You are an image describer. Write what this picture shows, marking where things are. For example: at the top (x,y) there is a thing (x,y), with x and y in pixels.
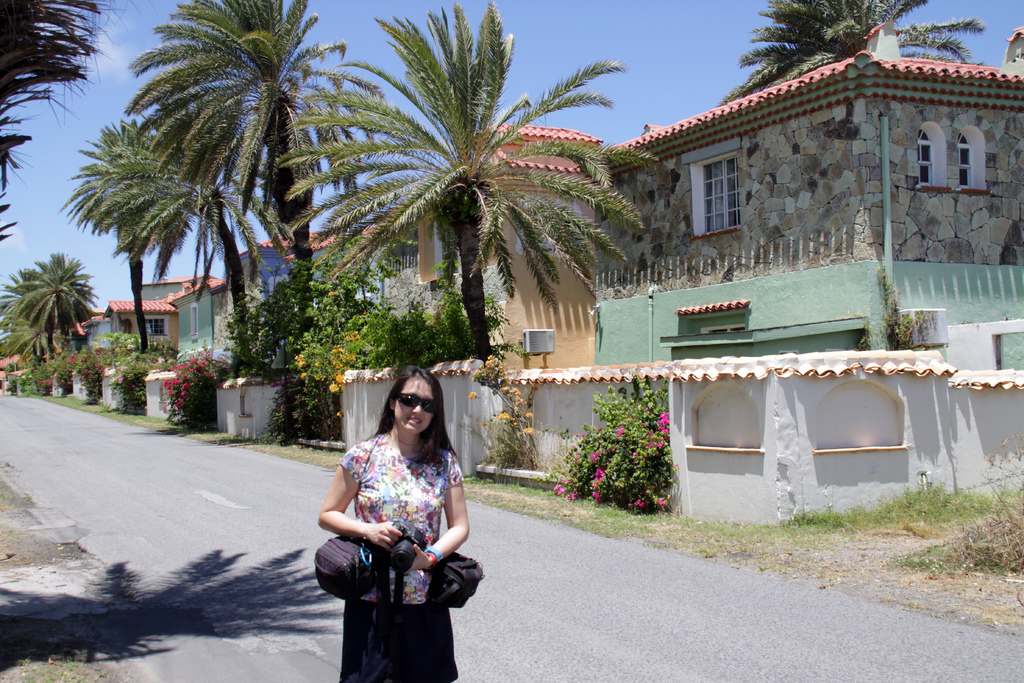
In this picture we can see a woman (426,443), she wore spectacles (433,397) and she is holding a camera (424,535), in the background (389,299) we can see few trees (173,196), flowers (526,402) and buildings (641,265), and also we can see few bags (321,573).
